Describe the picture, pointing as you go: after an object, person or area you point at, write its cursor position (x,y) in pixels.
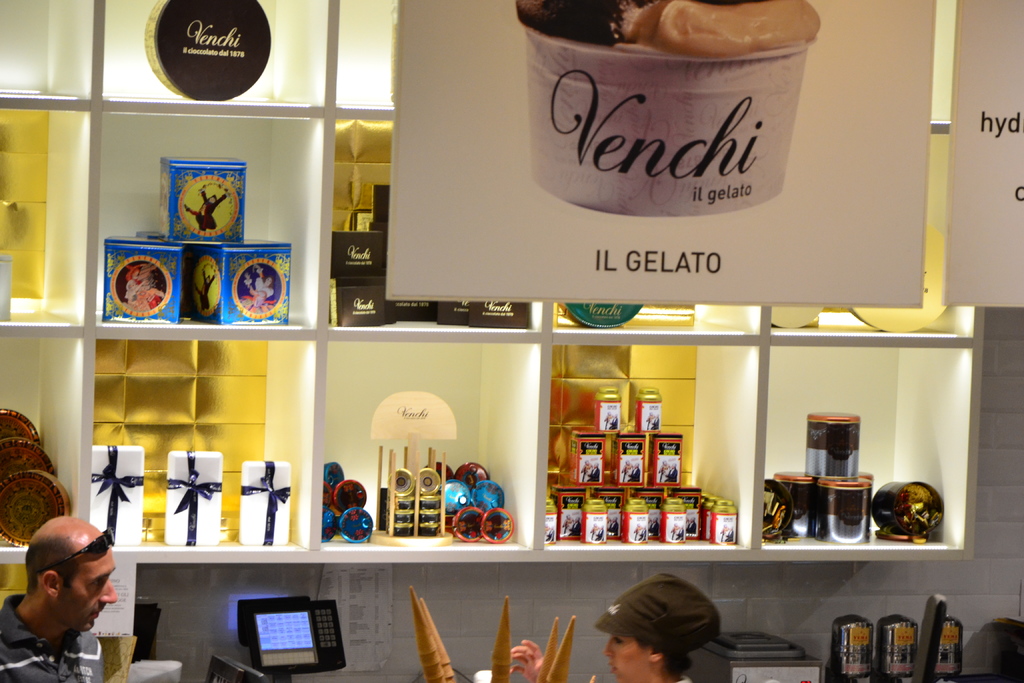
In this image there are racks (511,370) on the wall (993,532). In the racks (309,497) there are boxes (203,456) and tins (840,489). There are pictures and text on the boxes (606,497). At the top (670,87) there are boards (893,147). There are pictures (703,206) and text (643,266) on the boards (643,266). At the bottom (90,618) there is a man (87,642) and a woman (643,643). In between them there is an electronic device (317,646).
